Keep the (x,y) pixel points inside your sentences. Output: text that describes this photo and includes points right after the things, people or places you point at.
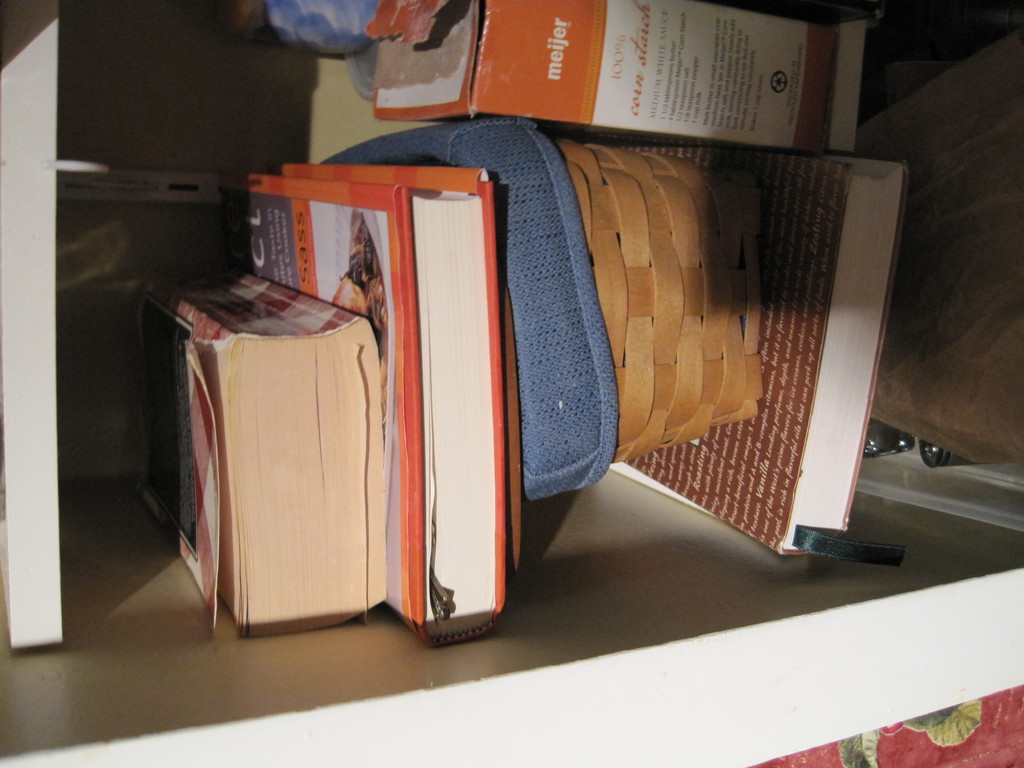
In this picture it is looking like a shelf (902,711) and in the shelf (982,550) there are books (322,380), basket (598,373), box (605,110) and other things (293,26).
